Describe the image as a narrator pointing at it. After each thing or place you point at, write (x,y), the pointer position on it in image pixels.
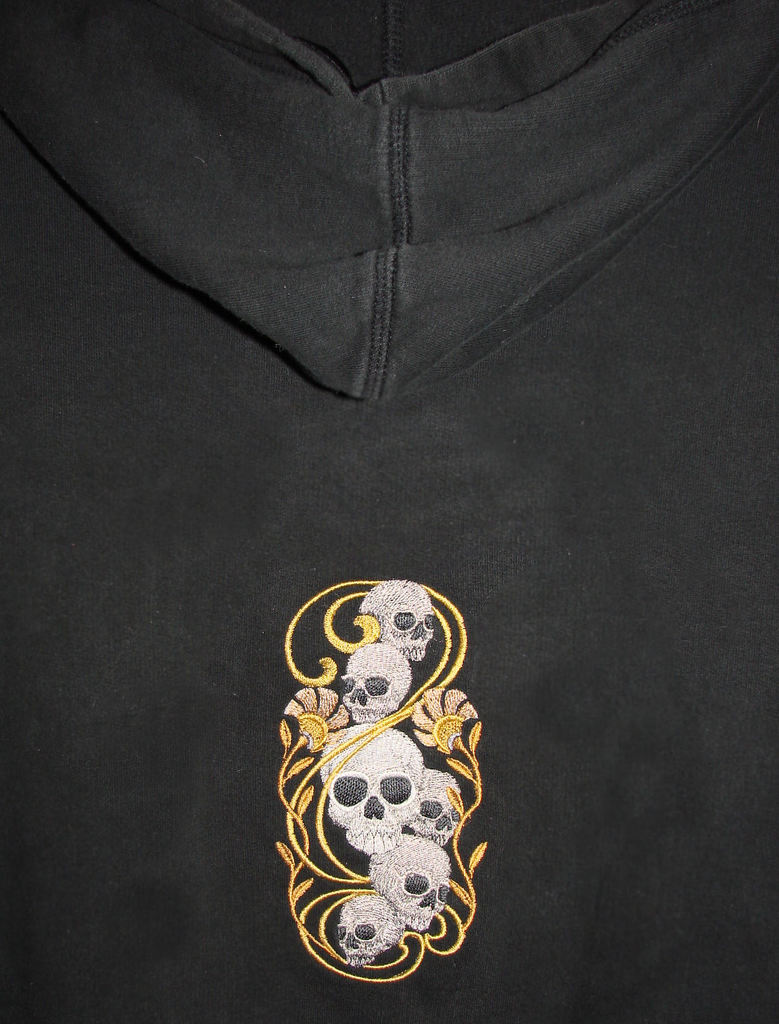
In this image we can see a skull design (372,891) on a hoodie (285,709).
